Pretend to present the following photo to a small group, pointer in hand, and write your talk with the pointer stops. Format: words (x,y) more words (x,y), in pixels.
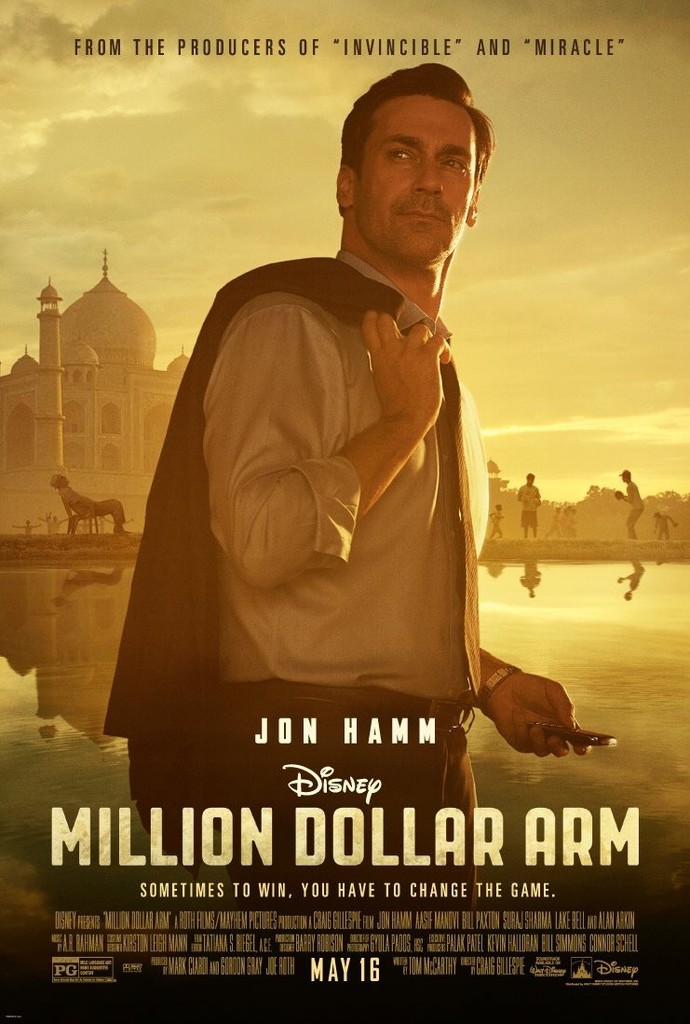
There is a person (372,546) standing and holding a suit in his hand (391,322) and there are few people (529,492) behind him and there is a taj mahal (104,374) in the left corner (93,383) and there is something written below it.
